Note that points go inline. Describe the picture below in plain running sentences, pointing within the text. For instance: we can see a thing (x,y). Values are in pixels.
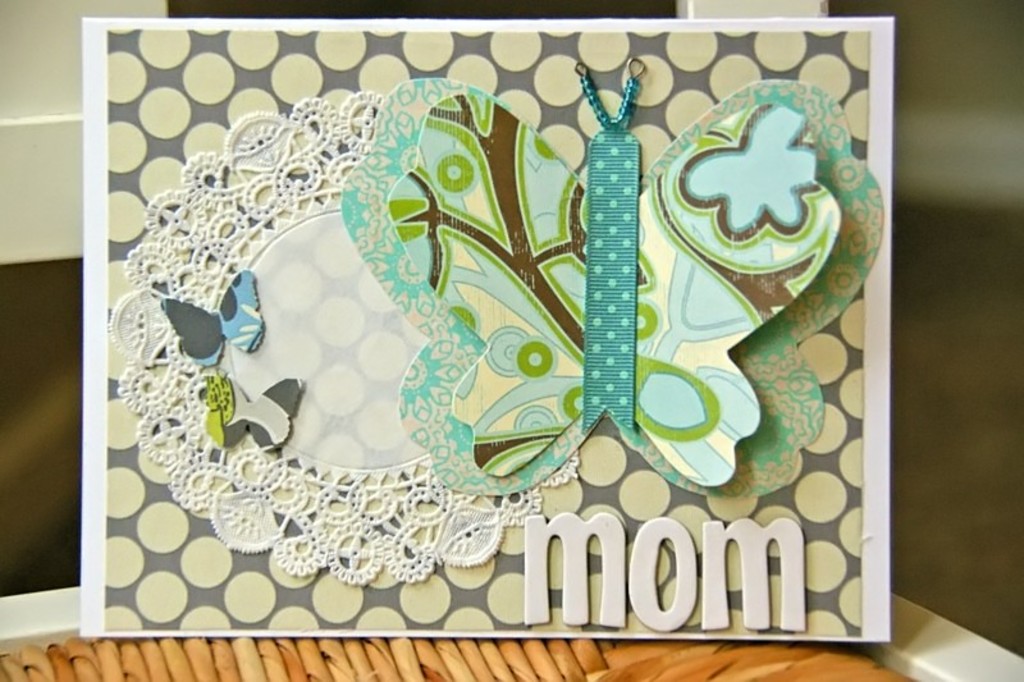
In this image I can see the board (495,572). On the board (605,417) I can see few stickers (446,176) of the butterflies (524,434) and I can see the blurred background (957,212).
